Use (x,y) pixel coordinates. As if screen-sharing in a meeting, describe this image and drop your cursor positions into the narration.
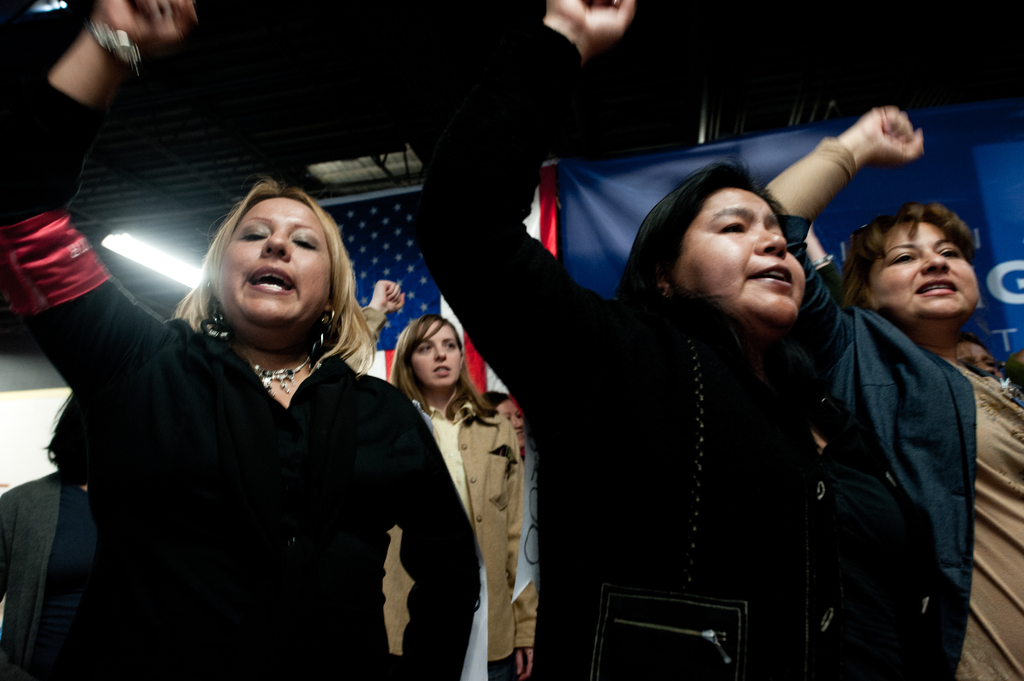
This image is taken indoors. In the background (27,355) there is a wall (49,388). There is a flag (406,289) and there is a banner (748,168) with a text (993,295) on it. At the top of the image (365,165) there is a roof (202,172) with a light (152,253). In the middle of the image (463,422) there are a few women (325,358) raising their hands (578,11) up.
